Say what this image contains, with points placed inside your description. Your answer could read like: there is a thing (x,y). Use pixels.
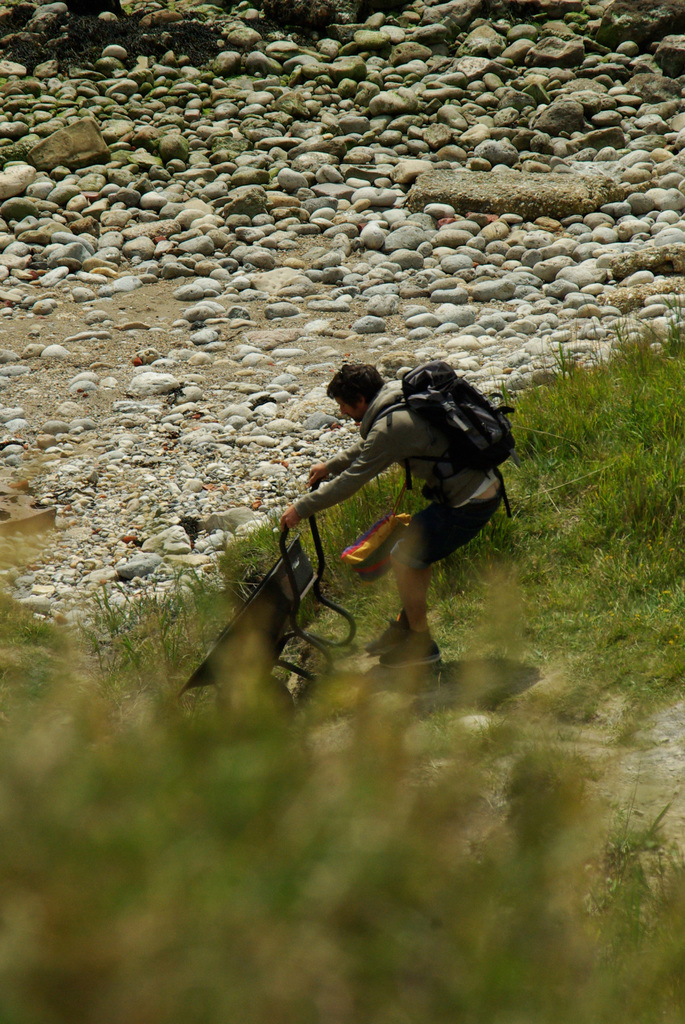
This picture is clicked outside. In the foreground (345,892) we can see the green leaves (449,919). In the center (449,408) there is a person (375,411) wearing a backpack (461,432), standing on the ground (354,581) and holding the cart (293,616) and we can see the green grass (555,526). In the background (469,216) we can see the rocks (318,272) and some objects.
